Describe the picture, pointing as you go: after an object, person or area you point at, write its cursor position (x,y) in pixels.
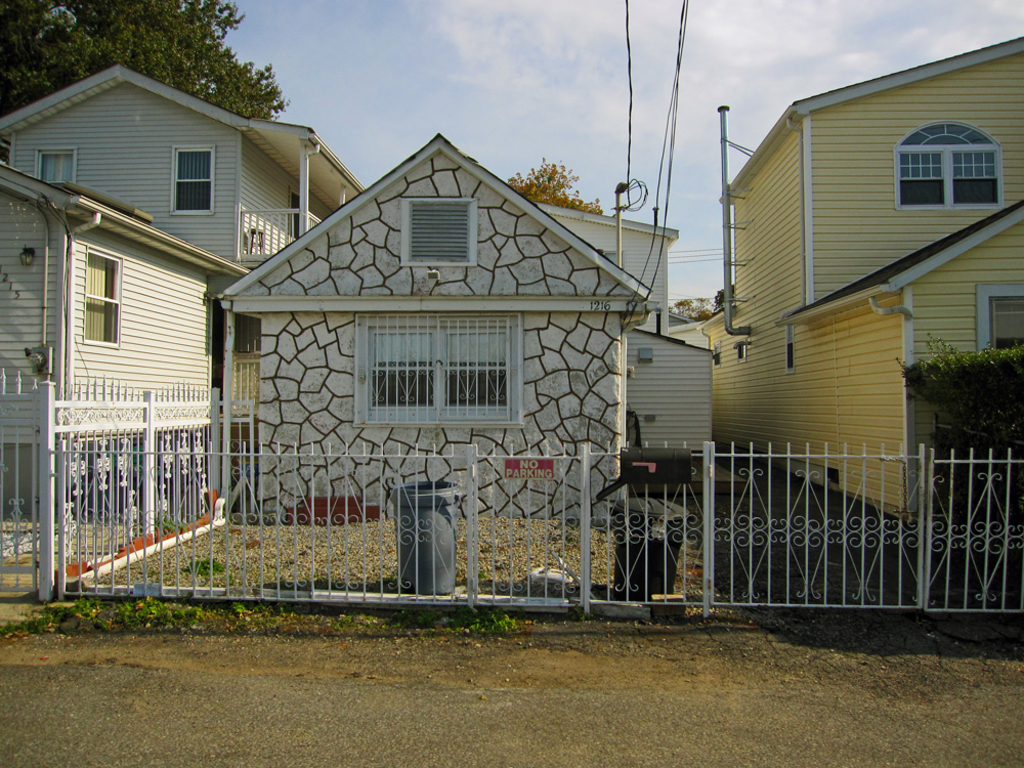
In this image in the center (576,475) there are some houses (240,321) and dustbins (641,569), and there is a railing (476,561). At the bottom (711,728) there is a walkway (914,714), and grass (129,600) and there are some plants (914,375). In the background (124,57) there are trees (543,169), wires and pipe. At the top (613,77) there is sky (587,101).
